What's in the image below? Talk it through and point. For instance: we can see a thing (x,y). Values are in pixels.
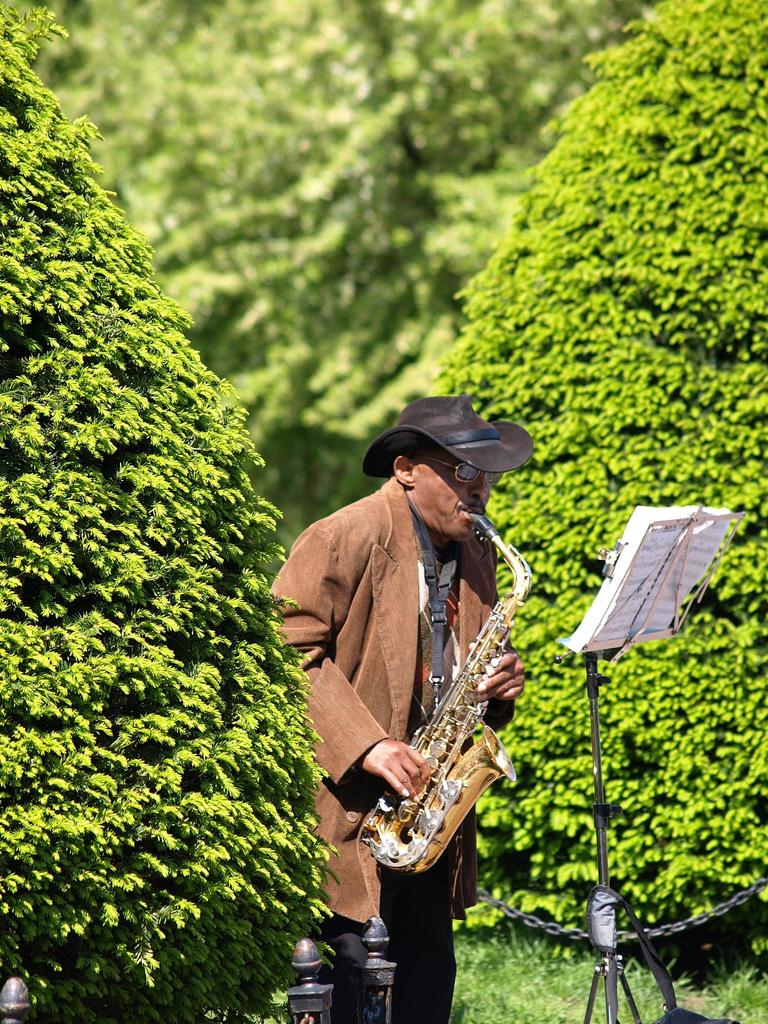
This picture is clicked outside. In the foreground (381,493) we can see a man (388,590) wearing jacket (398,579), hat (434,447), standing and seems to be playing a saxophone (394,810). On the right (666,568) we can see the papers (628,575) are attached to the metal stand (598,800) and we can see some metal objects (302,968). In the background (636,224) we can see the trees (303,498) and the green grass (520,977).
